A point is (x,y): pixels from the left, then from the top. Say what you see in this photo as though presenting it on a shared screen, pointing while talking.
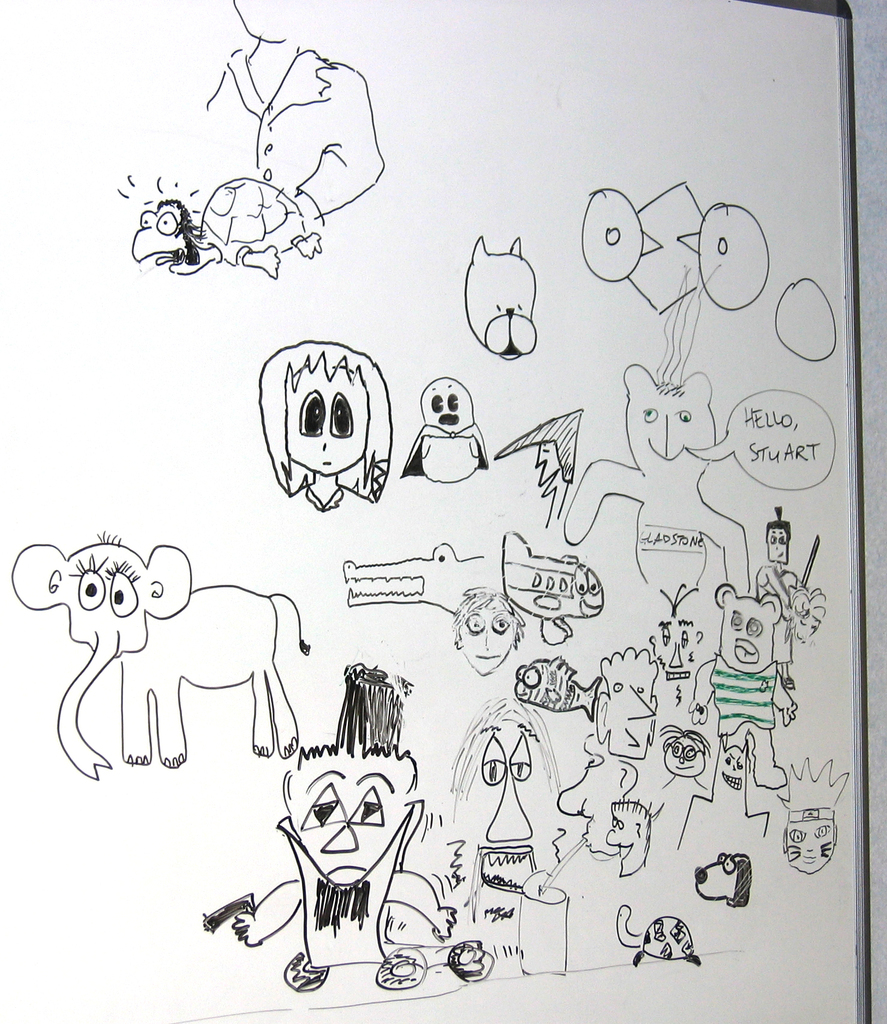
In this image we can see a board (318,296) with drawings (366,594) of animals (348,581) and few other things (534,722). Also there is text (746,410) on the board (361,358).
